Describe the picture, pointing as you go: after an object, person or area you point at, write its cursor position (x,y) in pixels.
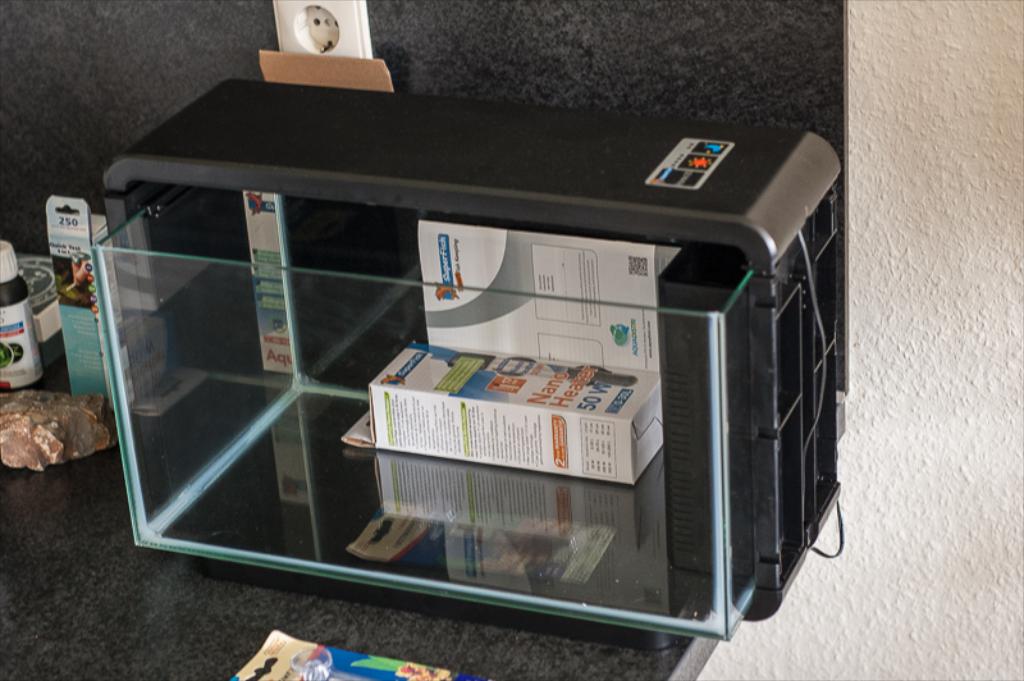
In this picture we can see a glass box (299,532), boxes (432,350), bottle (5,272), stone (94,435), power socket (342,19) on the wall (382,49). At the bottom of the image (417,638) we can see the countertop (386,645) and packet (384,662). In the background of the image (452,41) we can see the wall (1001,5).
